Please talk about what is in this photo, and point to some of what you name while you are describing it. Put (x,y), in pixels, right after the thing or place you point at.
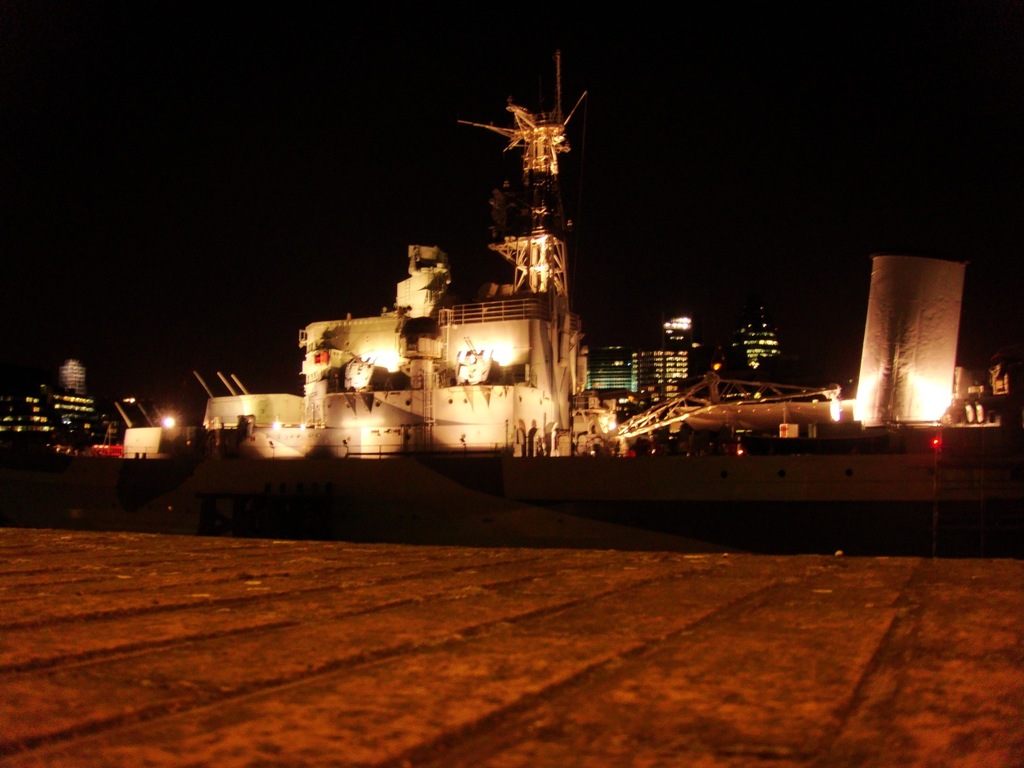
In this image we can see ship (799,475). Behind the ship (462,475), buildings (683,388) are there. At the bottom of the image (387,672), we can see land (423,648).
